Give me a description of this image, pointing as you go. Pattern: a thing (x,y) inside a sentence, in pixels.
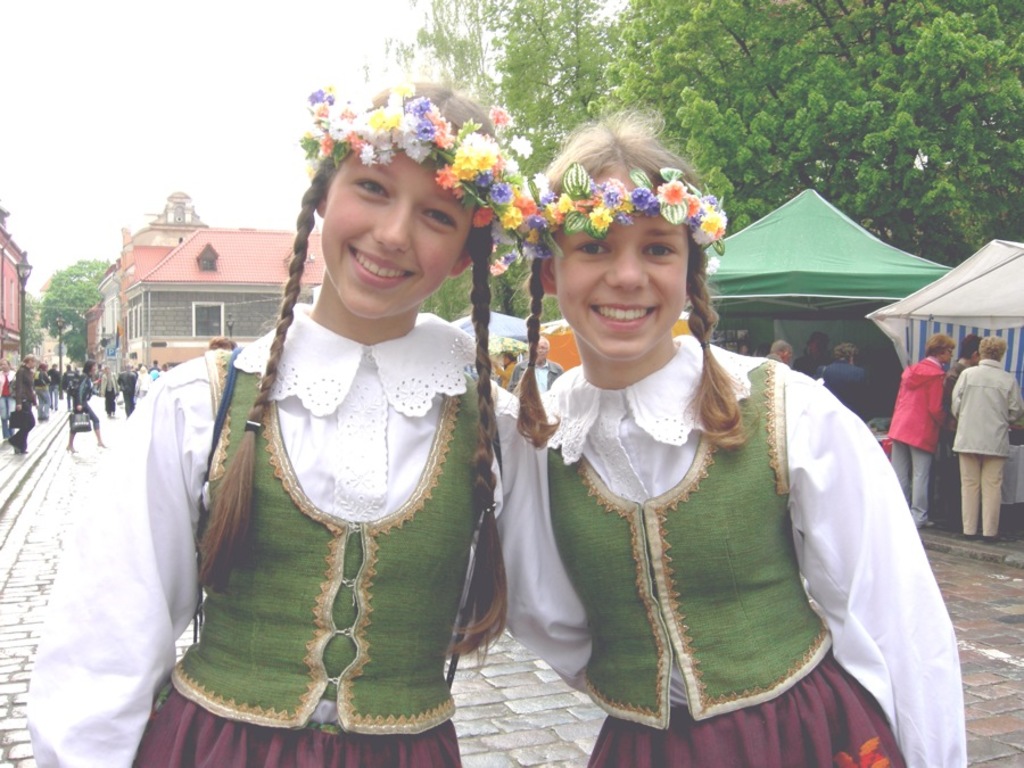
In this image we can see two girls (643,407) standing. On the backside (826,360) we can see a group of people (807,360) standing on the ground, some tents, houses (273,300) with roof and windows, a group of trees (839,144) and the sky (264,160) which looks cloudy.
